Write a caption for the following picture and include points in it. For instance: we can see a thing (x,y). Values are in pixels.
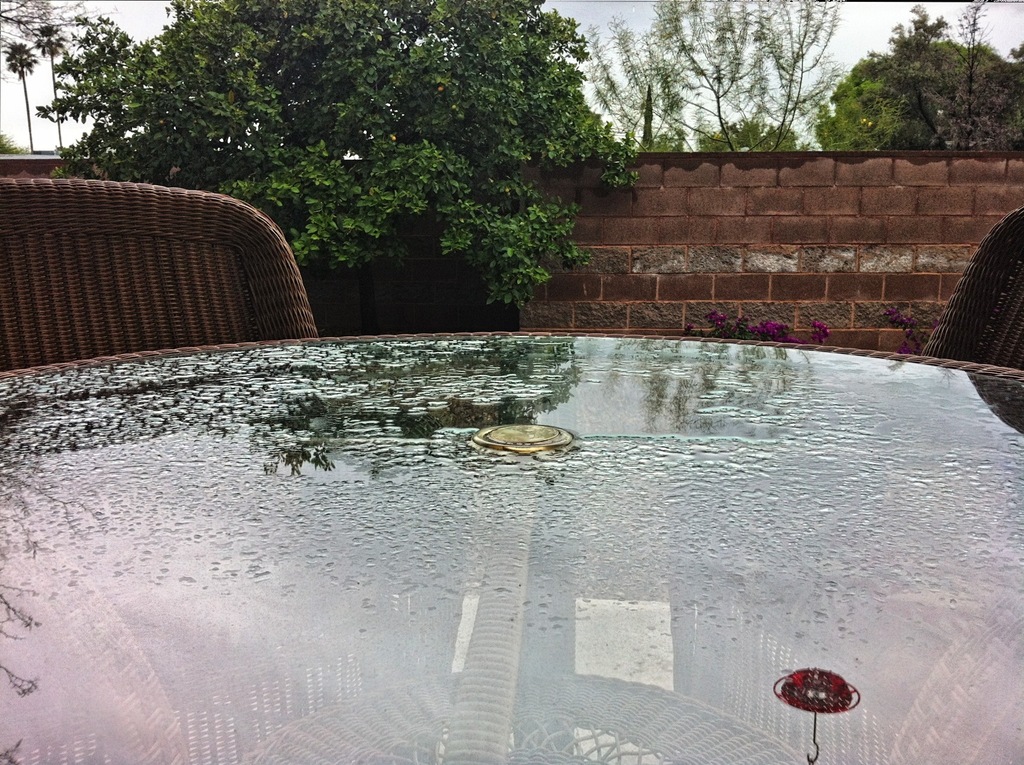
In this image I can see the glass table (770,589), background (991,304) I can see two chairs (977,300), trees (369,108) in green color, the wall (685,182) is in brown color and the sky (841,33) is in white color.
